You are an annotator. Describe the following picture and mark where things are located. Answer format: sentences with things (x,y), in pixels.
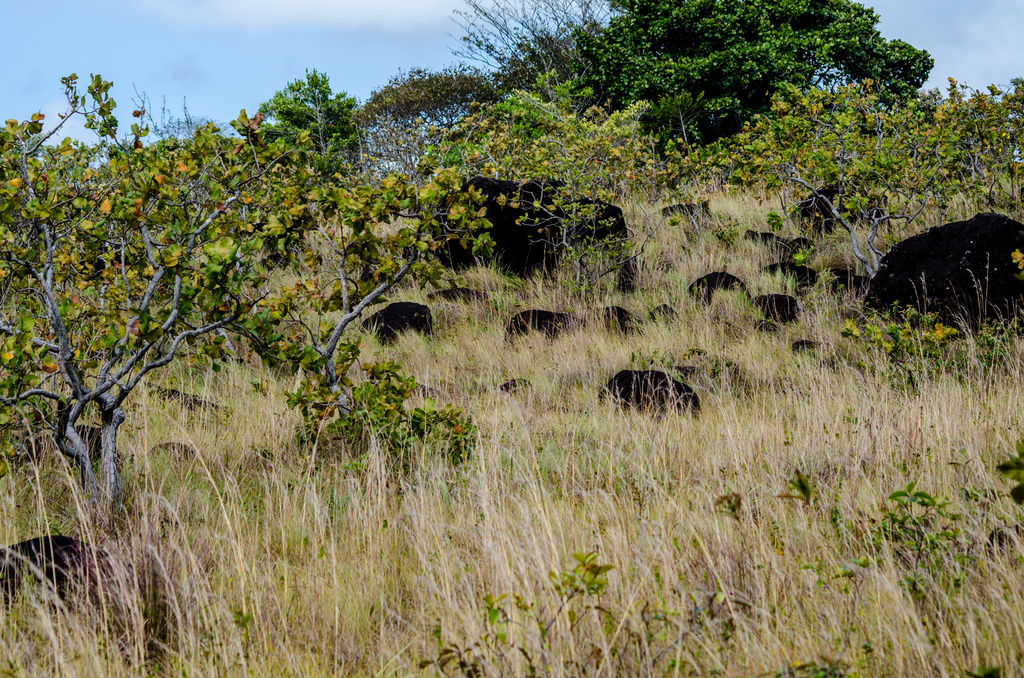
This image consists of a forest (813,148). At the bottom (395,599), there is grass (578,370). In the background (669,4), there are trees (897,137). In the middle (475,261), there are rocks (932,307). At the top (227,51), there is sky (227,51).
